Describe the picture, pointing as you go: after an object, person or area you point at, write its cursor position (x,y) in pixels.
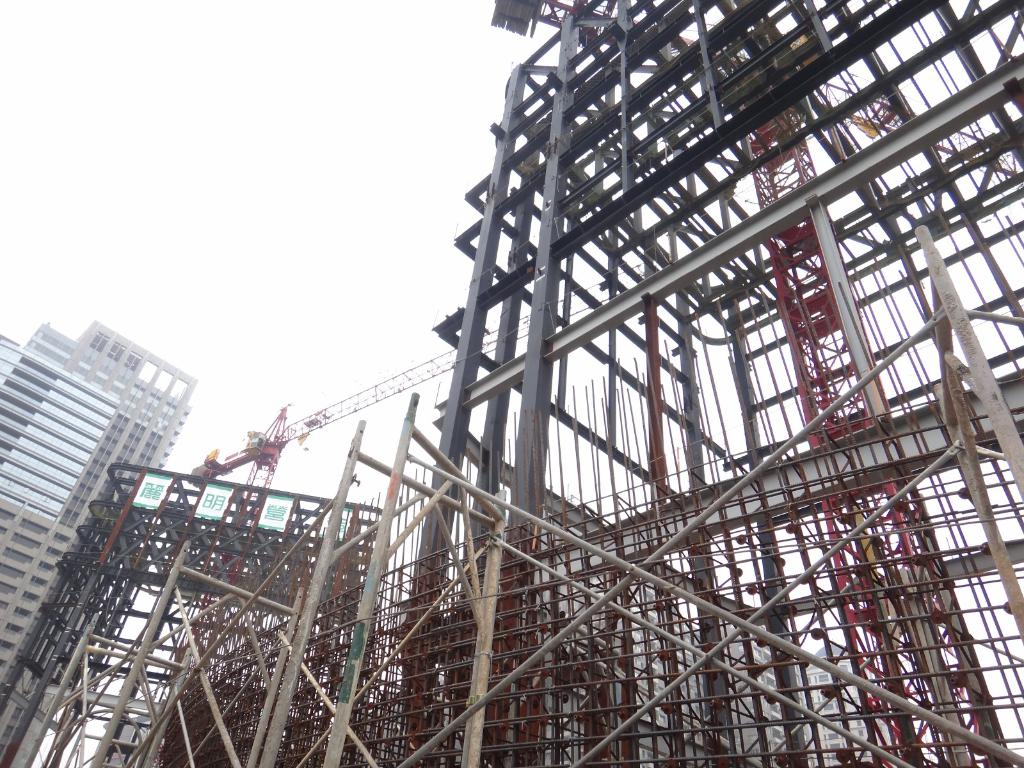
In this picture we can see some metal rods (529,567) in the front (281,593), on the left side (167,448) there is a building (73,426) and three boards (272,521), we can see the sky (307,128) at the top of the picture (306,97).
